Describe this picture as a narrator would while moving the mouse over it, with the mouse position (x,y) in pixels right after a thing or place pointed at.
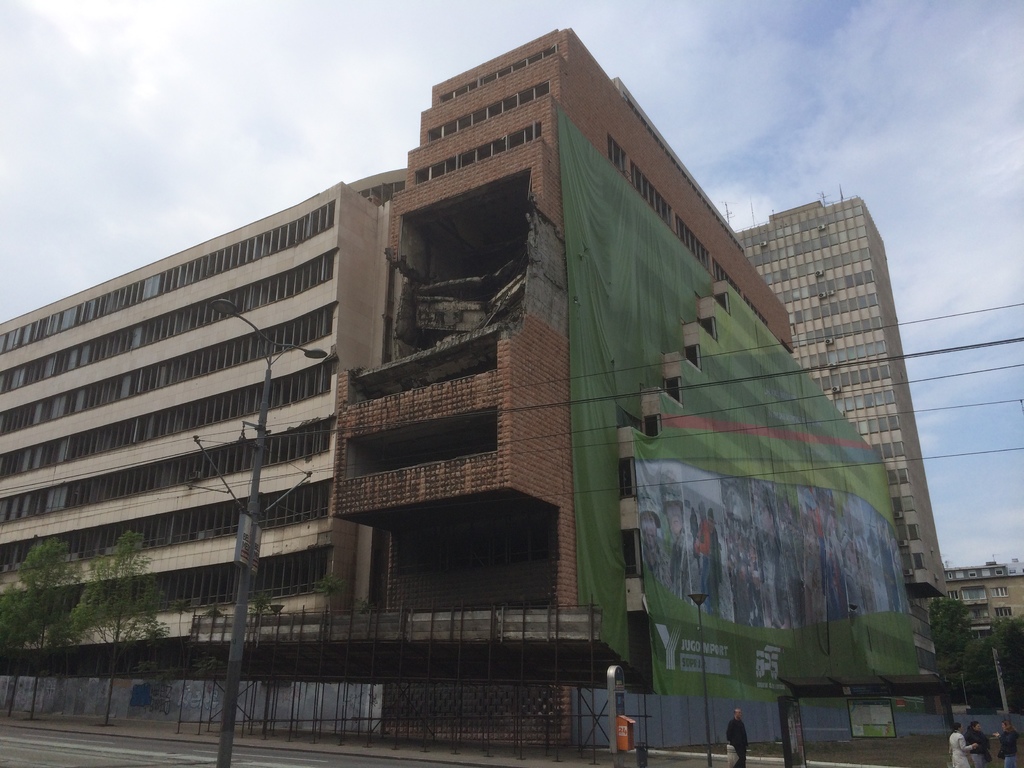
In this image we can see buildings (304,314) under construction, electric poles (254,325), street lights (288,351), trees (57,623), persons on the road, post box (629,723) and sky (180,90) with clouds (138,122).
